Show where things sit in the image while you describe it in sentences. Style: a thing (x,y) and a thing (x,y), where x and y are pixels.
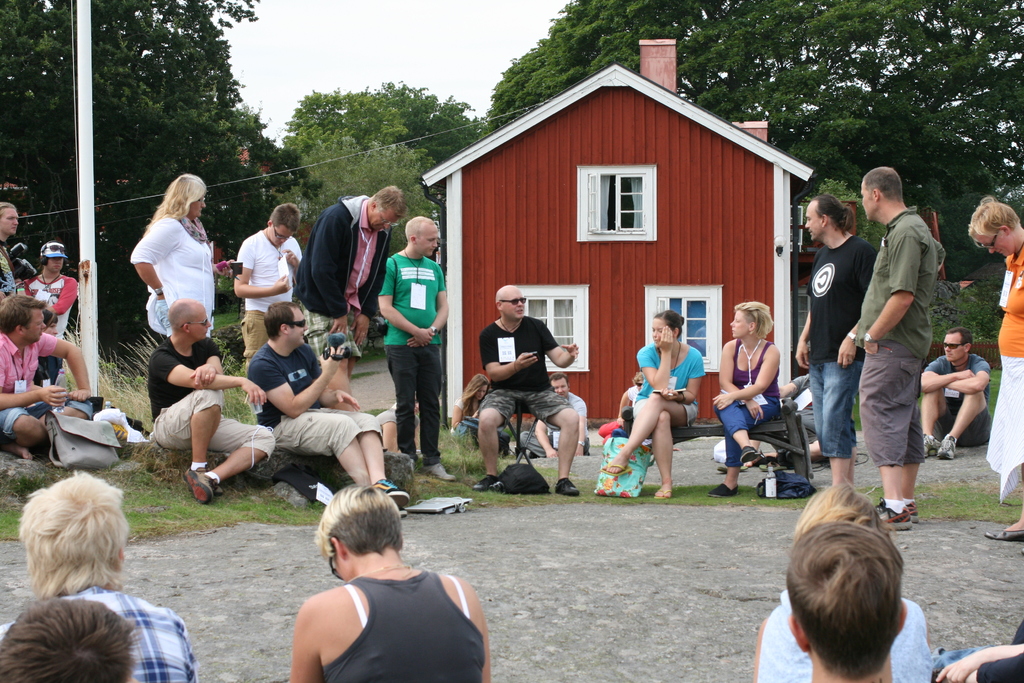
In this picture I can see there are a group of people (66,584), few (205,263) are standing and few of them (109,506) are sitting. In the backdrop (848,31) there are trees (783,48) and there is a pole (89,131) at left (88,98), the sky (265,60) is clear.
